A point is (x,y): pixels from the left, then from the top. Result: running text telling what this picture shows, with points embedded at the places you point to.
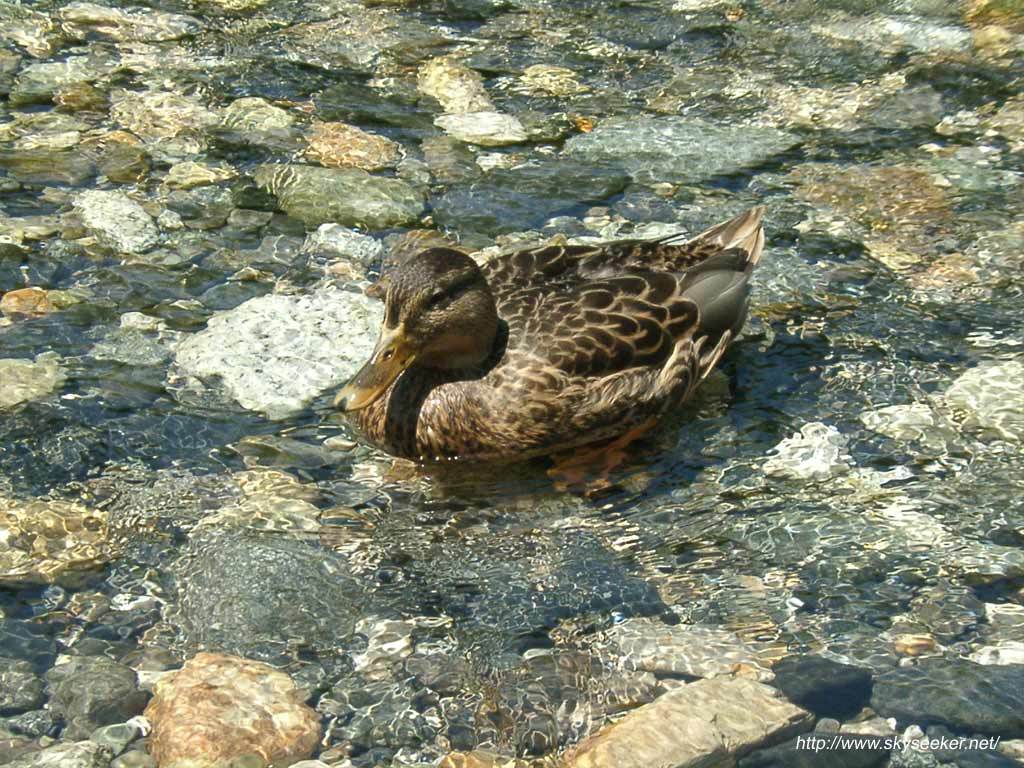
In this image we can see a bird (509,384) on the water (762,393). In the background (310,217), we can see the rocks (688,662). In the bottom right (987,749) we can see some text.
